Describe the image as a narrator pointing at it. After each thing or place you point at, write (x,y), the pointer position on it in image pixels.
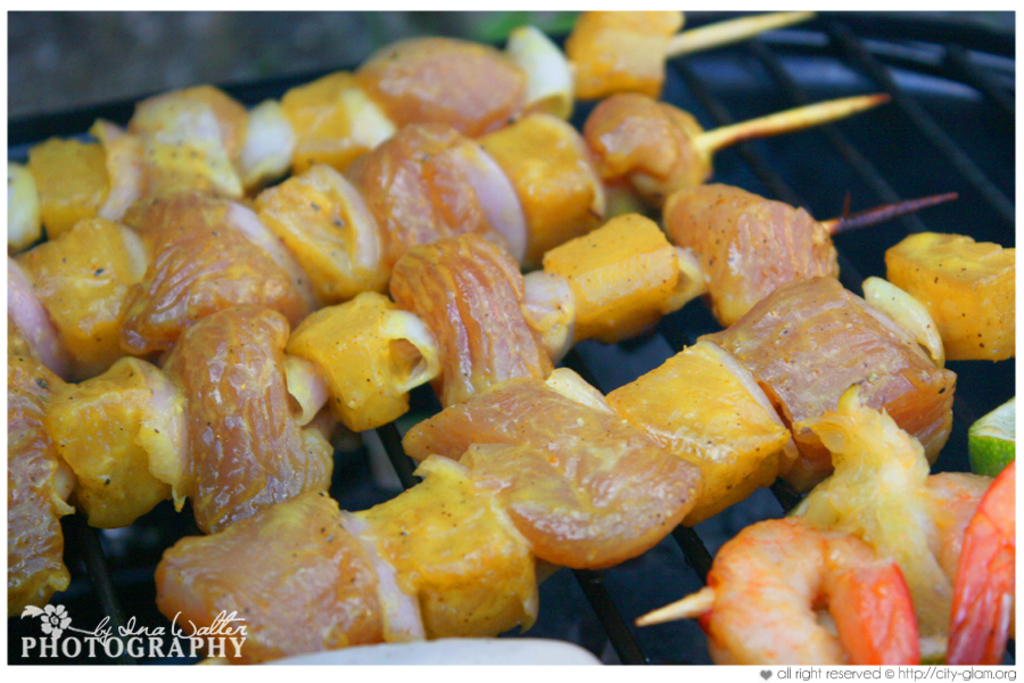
In this image I can see a logo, meat (344,564) and seafood items (776,532) on a grill (700,323). This image is taken may be in a restaurant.
